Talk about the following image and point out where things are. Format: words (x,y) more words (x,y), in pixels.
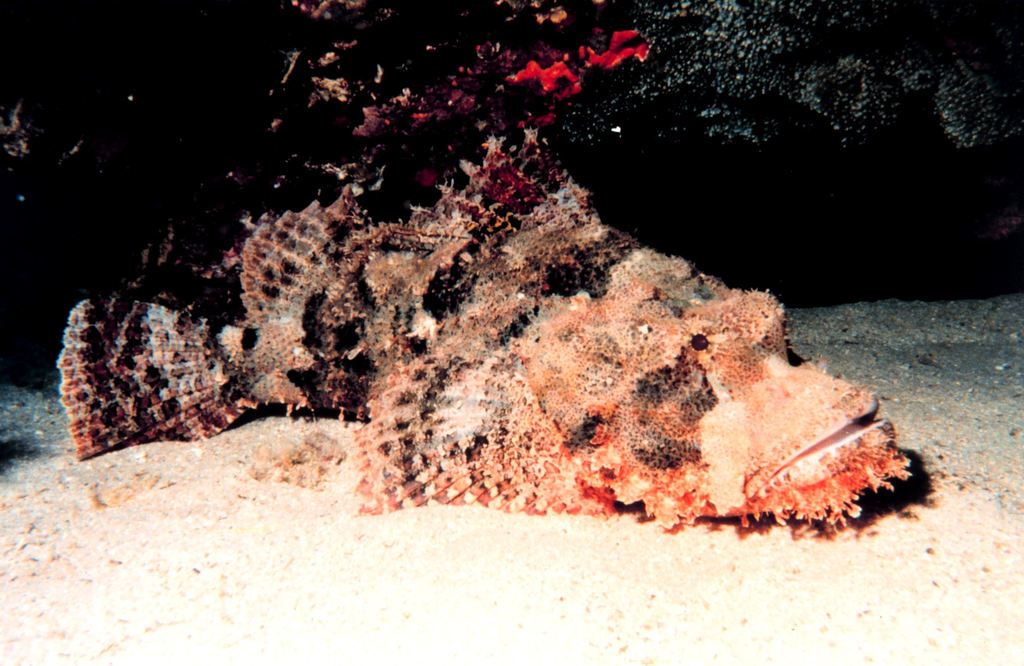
In this image we can see a rock fish (637,378) in the water (916,222). At the bottom (601,548) there is sand (531,528).
